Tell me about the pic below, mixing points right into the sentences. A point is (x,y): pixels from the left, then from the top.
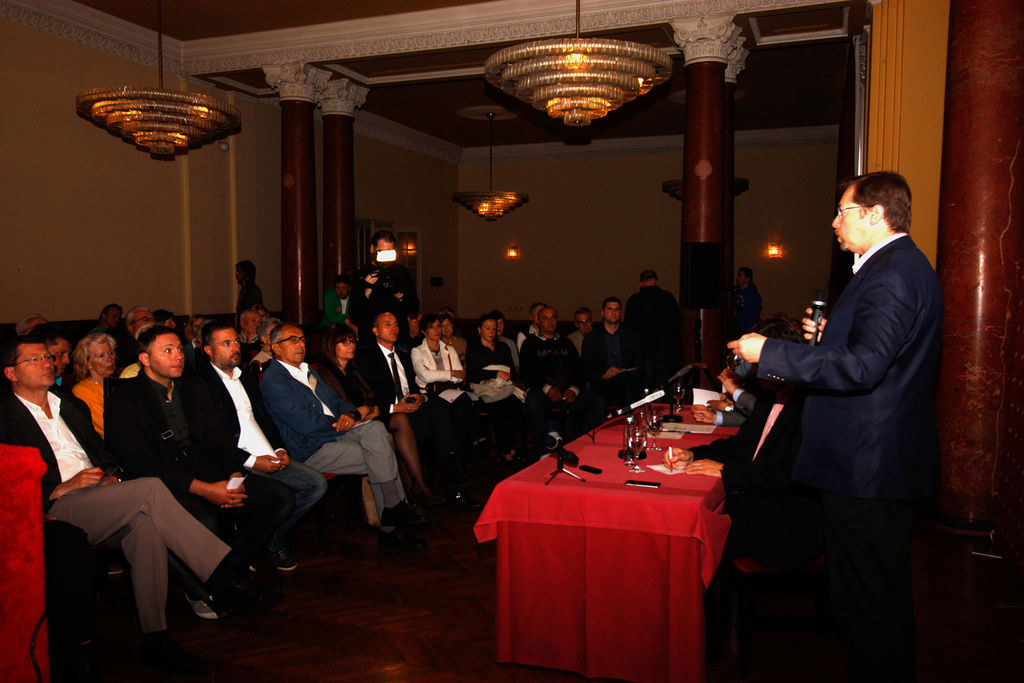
In this Image I see number of people (800,554) in which most of them are sitting on chairs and few of them are standing. I can also see there is a table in front and there are few things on it and this man (794,359) is holding a mic (825,296) in his hand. In the background (501,213) I see lights (501,213) and this man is holding a camera (391,281).
